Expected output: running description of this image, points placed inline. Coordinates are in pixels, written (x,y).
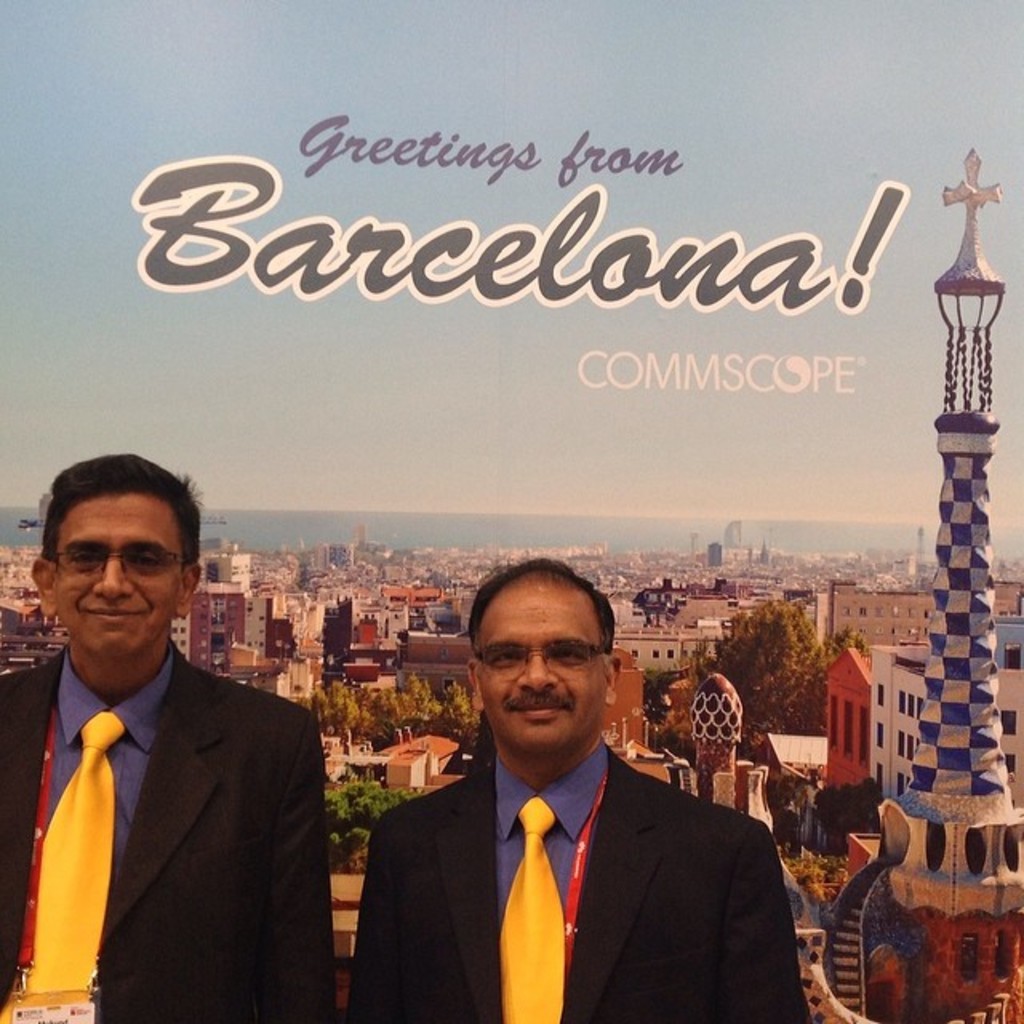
This picture is clicked inside. In the foreground (568,712) we can see the two men (107,789) wearing suits (575,1003), smiling and standing. In the right corner (991,282) we can see a tower (974,612) and the stairway (862,908). In the background (379,459) we can see the sky (395,423), trees (765,675), buildings (422,609), skyscrapers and many other objects (29,532). At the top (566,165) there is a text (170,182) on the image.
